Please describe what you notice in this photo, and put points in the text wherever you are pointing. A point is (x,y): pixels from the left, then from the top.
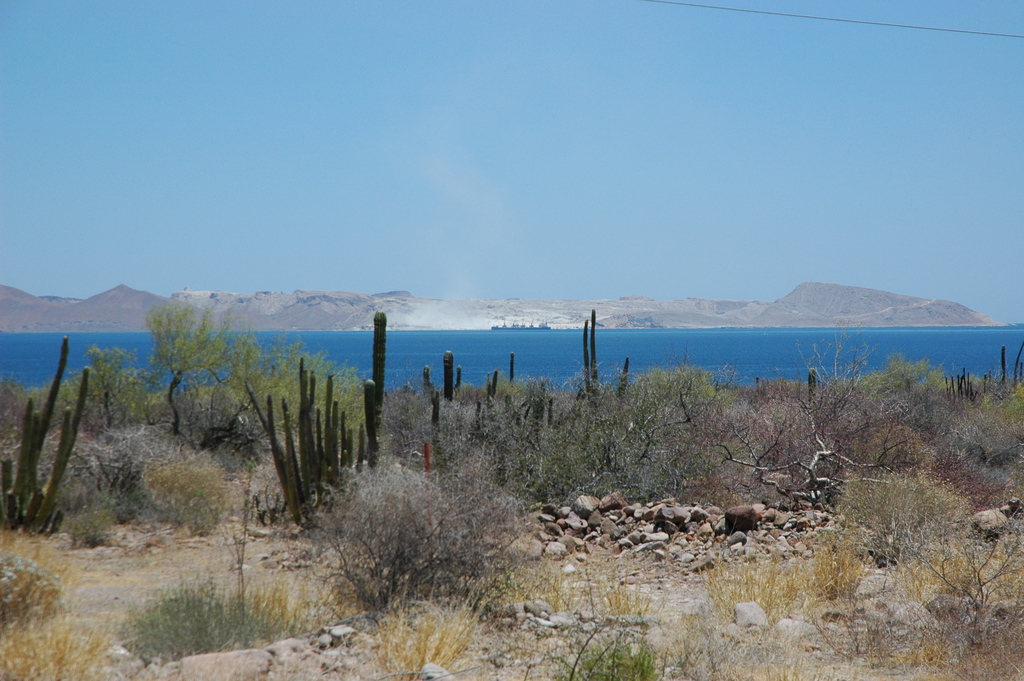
In the picture I can see few plants (468,452) and rocks (557,507) and there is water (479,337) and mountains (504,301) in the background (509,301).
